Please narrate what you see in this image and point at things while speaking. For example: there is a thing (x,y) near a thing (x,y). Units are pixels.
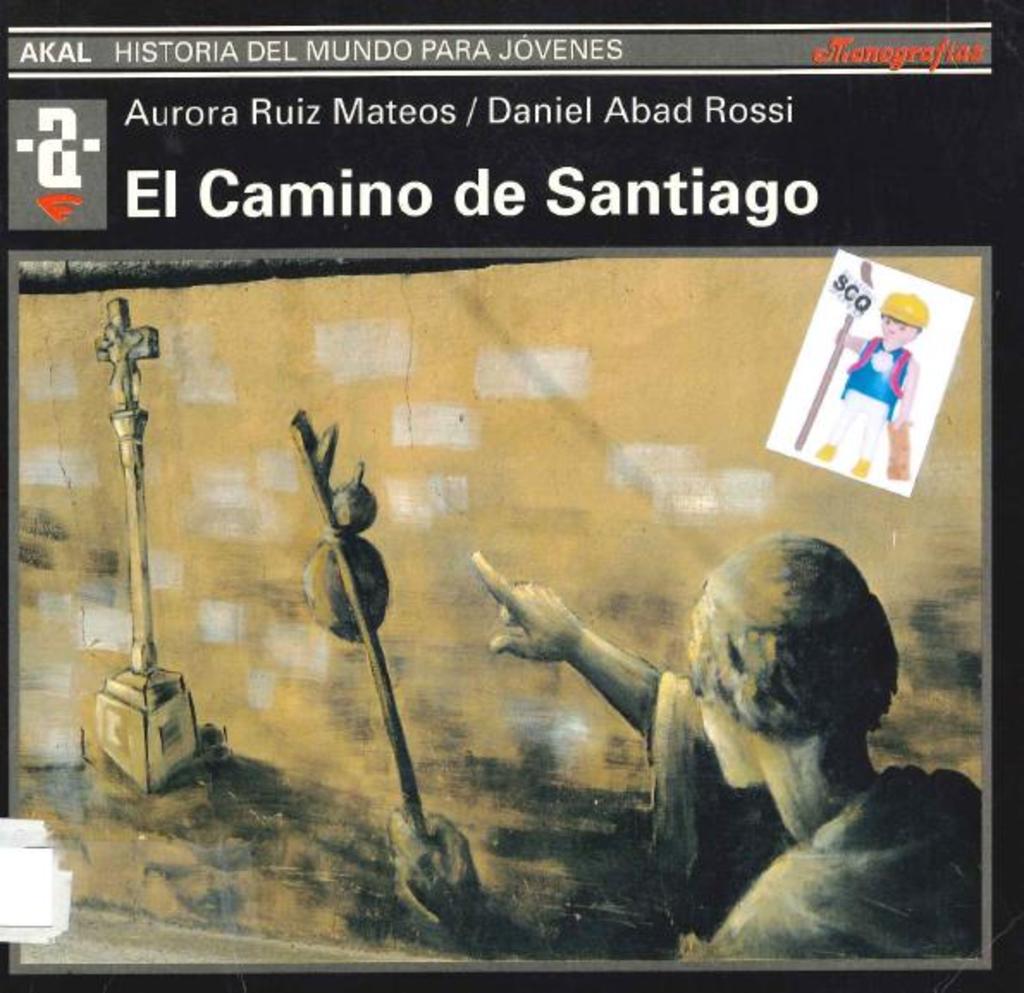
This is a poster. In this picture we can see some text (383,213) on top of the picture (404,124). A person (597,649) holding an object (420,799) in his hand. We can see a poster (825,461) on the wall (68,438). There is a cross symbol (114,372) visible on a pole (139,671).
